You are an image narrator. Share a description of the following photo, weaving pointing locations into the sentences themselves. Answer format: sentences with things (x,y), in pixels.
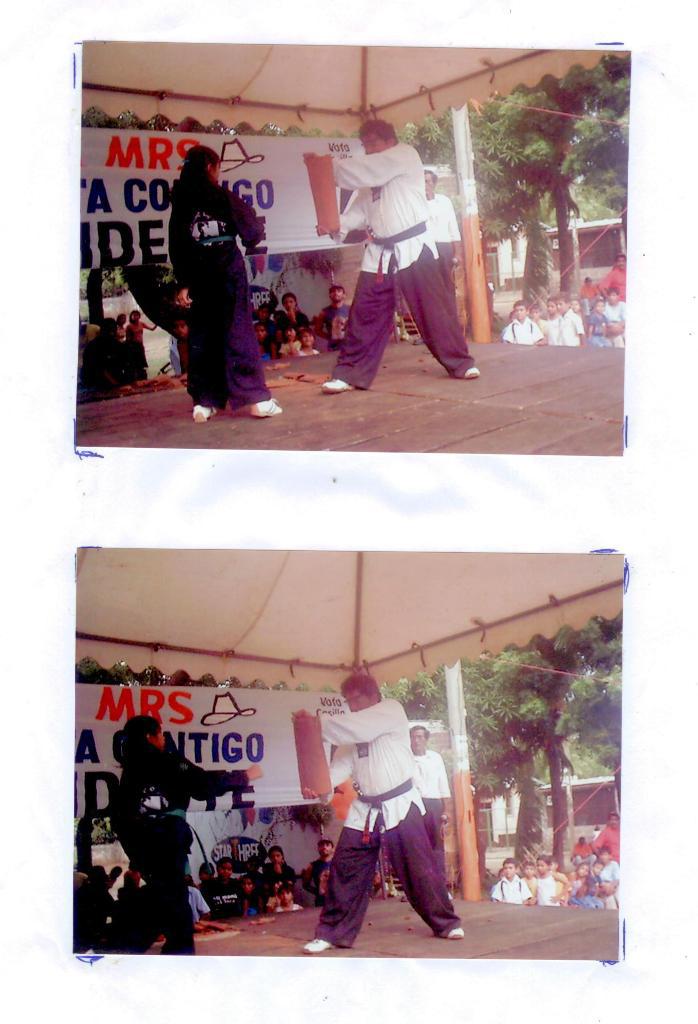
This image consists of two images. Both images are same. At the bottom of the image (394,899) there is a dais (380,927). In the background (526,728) there are a few trees (549,691). At the top of the image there is a tent (327,614). In the background (283,729) there is a banner (117,760) with a text (237,757) on it. In the middle of the image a man (377,777) and a girl (173,827) are standing on the dais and doing karate. A few people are standing on the ground (483,878).
